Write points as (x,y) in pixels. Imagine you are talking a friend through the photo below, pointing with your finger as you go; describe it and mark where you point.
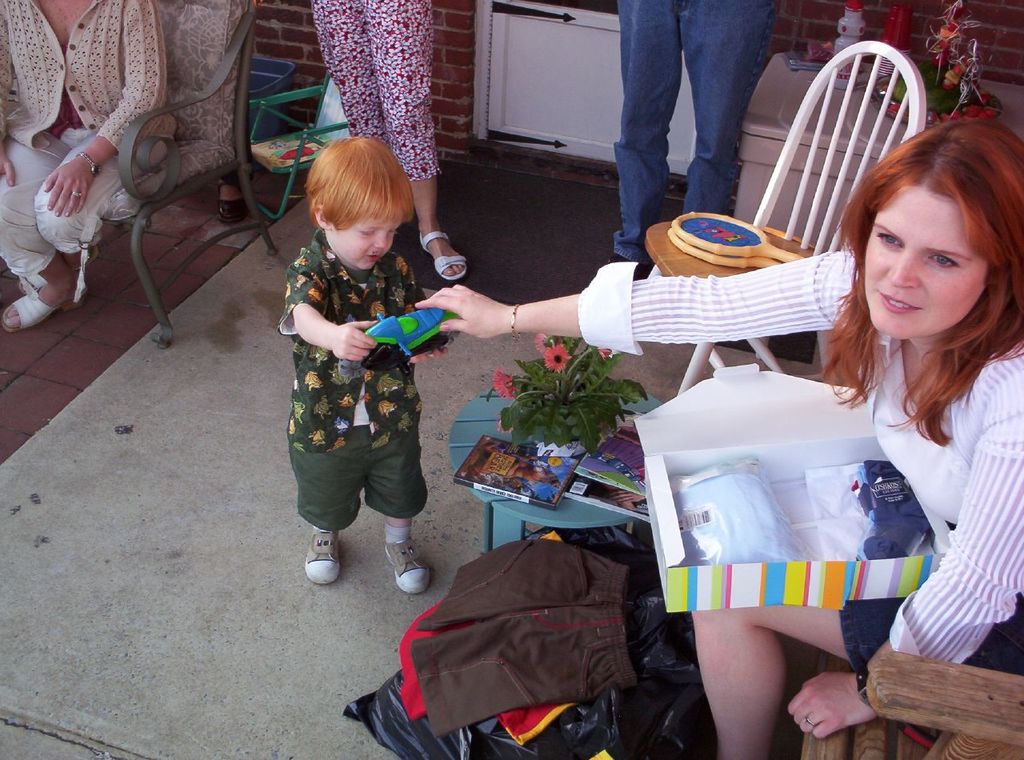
This is a picture on a patio (510,371), there are two women (56,130) sitting on a chair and a boy (350,422) is standing on the floor (184,515) and there are two other (651,57) standing on the floor (197,506). Background of this people (709,326) is a table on the table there are books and a wall (821,35).
